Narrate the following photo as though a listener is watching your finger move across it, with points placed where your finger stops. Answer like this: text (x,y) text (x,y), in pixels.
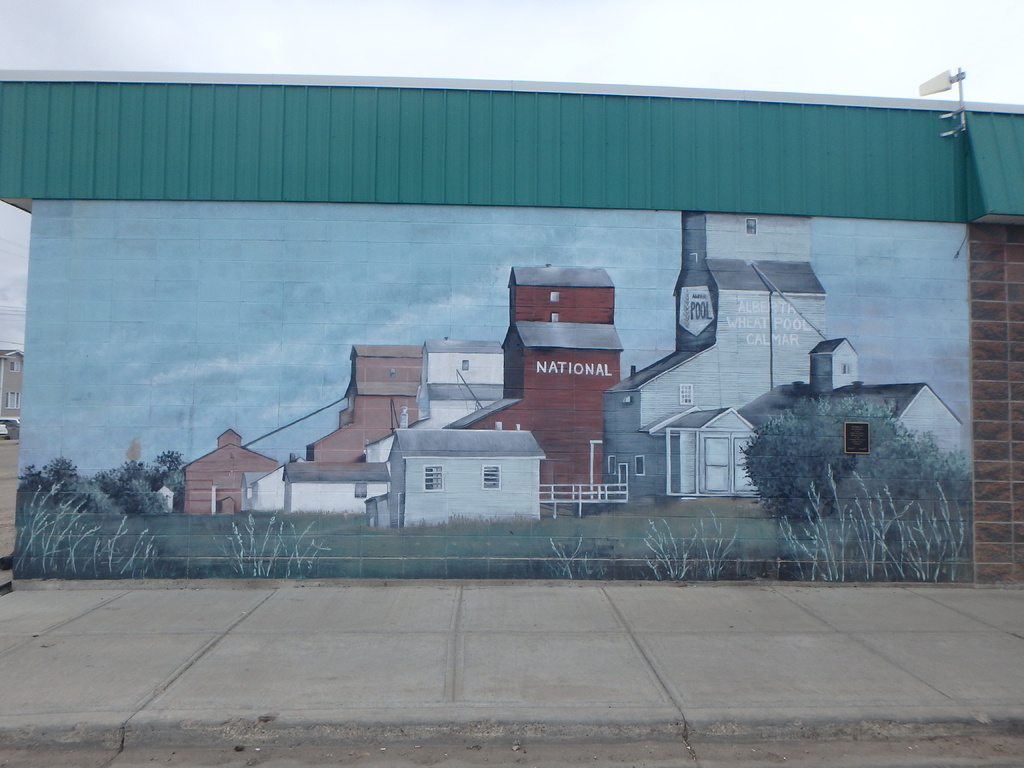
In the image we can see the pictures (753,577) on the wall (371,549). Here we can see footpath (499,660) and the sky (422,36).
